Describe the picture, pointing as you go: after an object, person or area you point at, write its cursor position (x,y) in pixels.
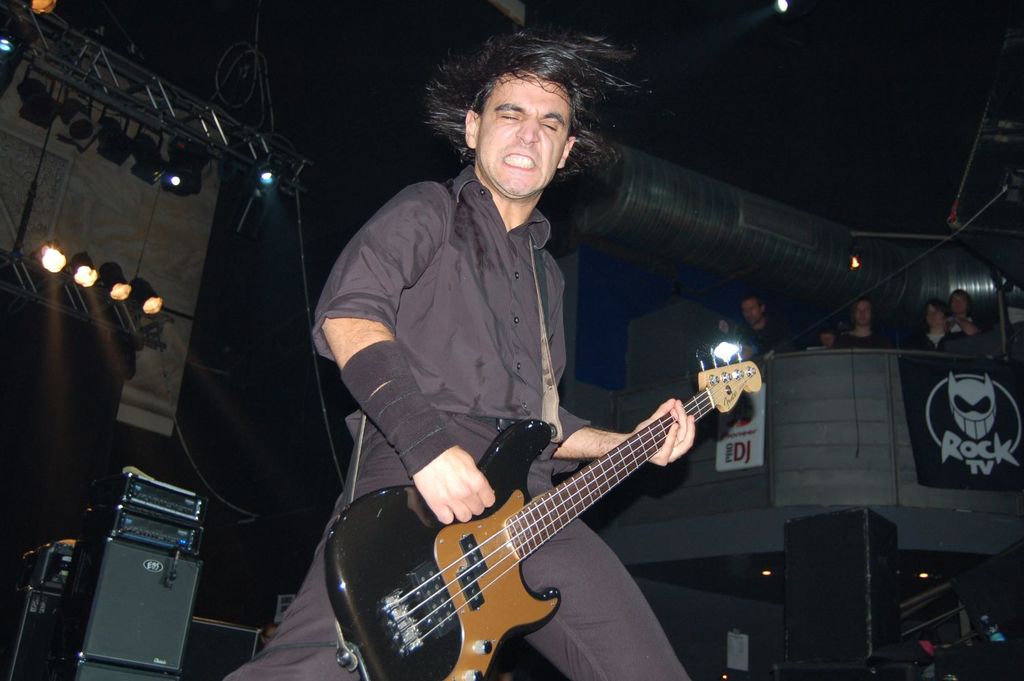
A man (438,337) with black shirt (460,351) and pant (564,573) is standing and playing guitar (568,506). To the right side (865,347) top there are four to five members (759,333) standing and watching the performance. And to the right side (1008,416) corner there is a poster (941,469) and speaker (853,520). And to the left side (124,552) corner there are some boxes (159,517). And on the top (168,173) there are lights (152,169).
